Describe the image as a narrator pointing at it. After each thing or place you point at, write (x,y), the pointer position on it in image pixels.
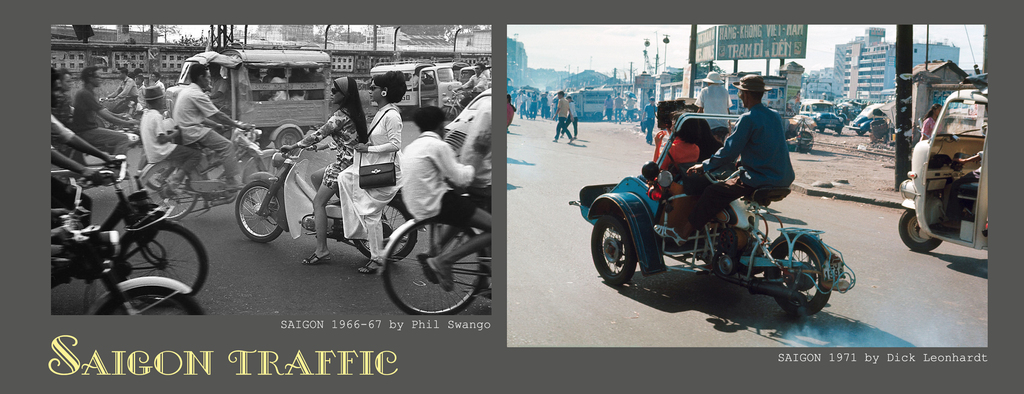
There is a group of people (751,98). They are riding on a bicycle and motorcycle (651,206). Some people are walking and some people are standing. We can see in background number of buildings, trees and name posters (765,36).
